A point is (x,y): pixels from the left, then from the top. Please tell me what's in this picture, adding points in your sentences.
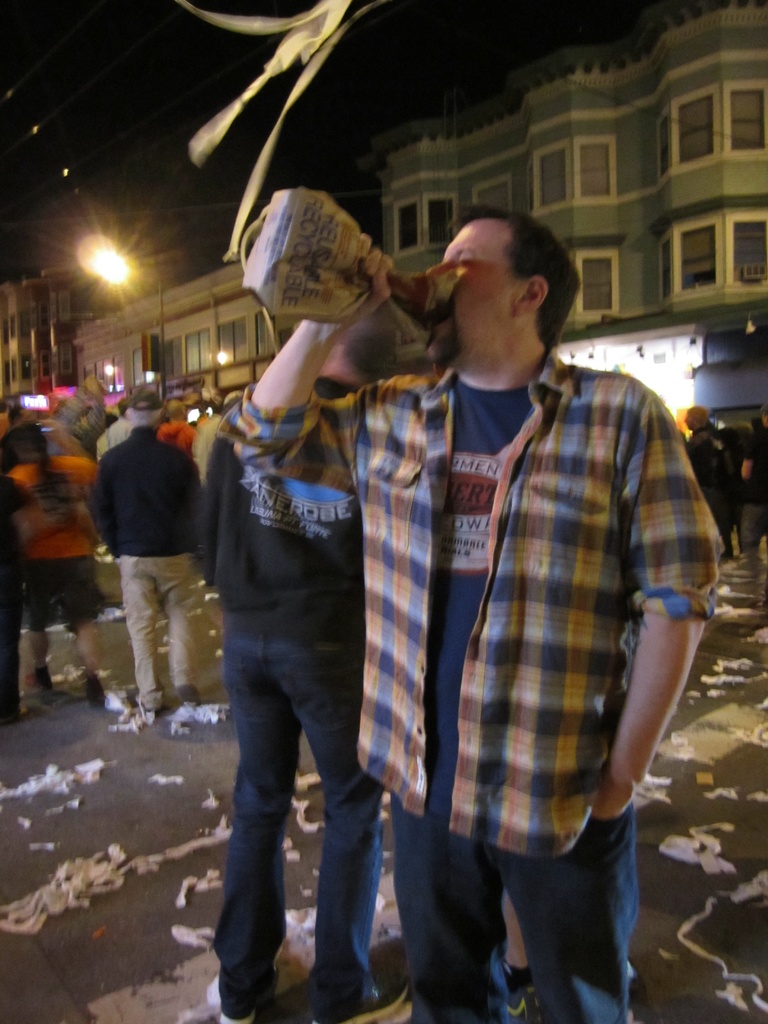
In this image there is a person (395,388) standing and holding an object (395,325), there are group of people (208,535) standing, buildings (574,195), sky (65,126).
